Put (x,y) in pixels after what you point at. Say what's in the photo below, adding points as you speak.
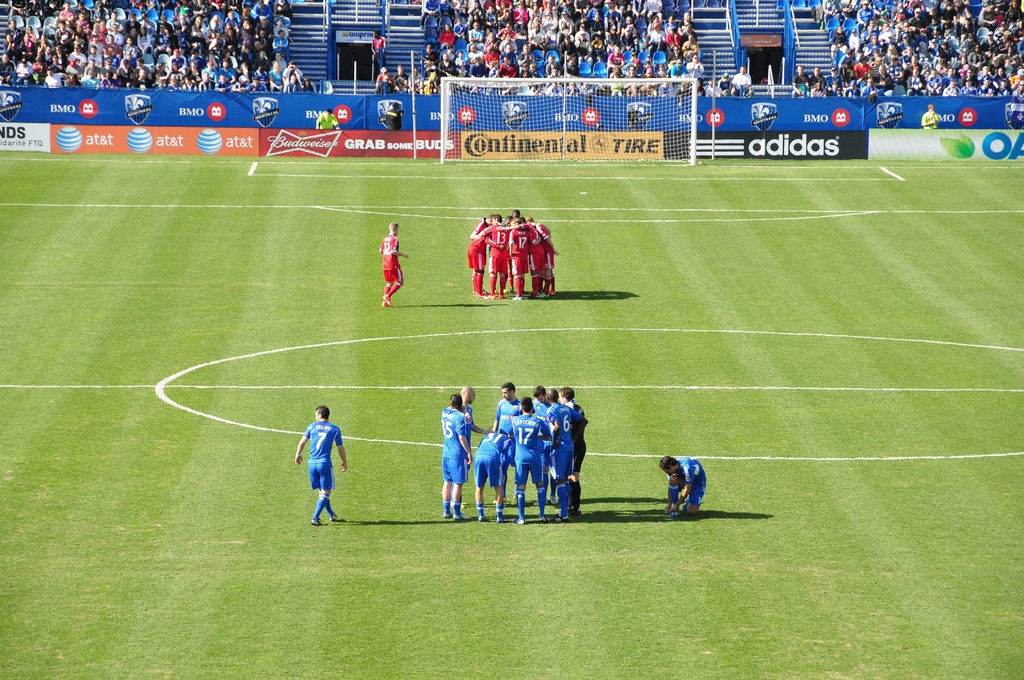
In this image we can see a group of people (501,429) on the ground (574,278). On the backside (309,134) we can see a goal post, fence (426,154), banners (357,155) with some text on them, metal poles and a group of audience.
